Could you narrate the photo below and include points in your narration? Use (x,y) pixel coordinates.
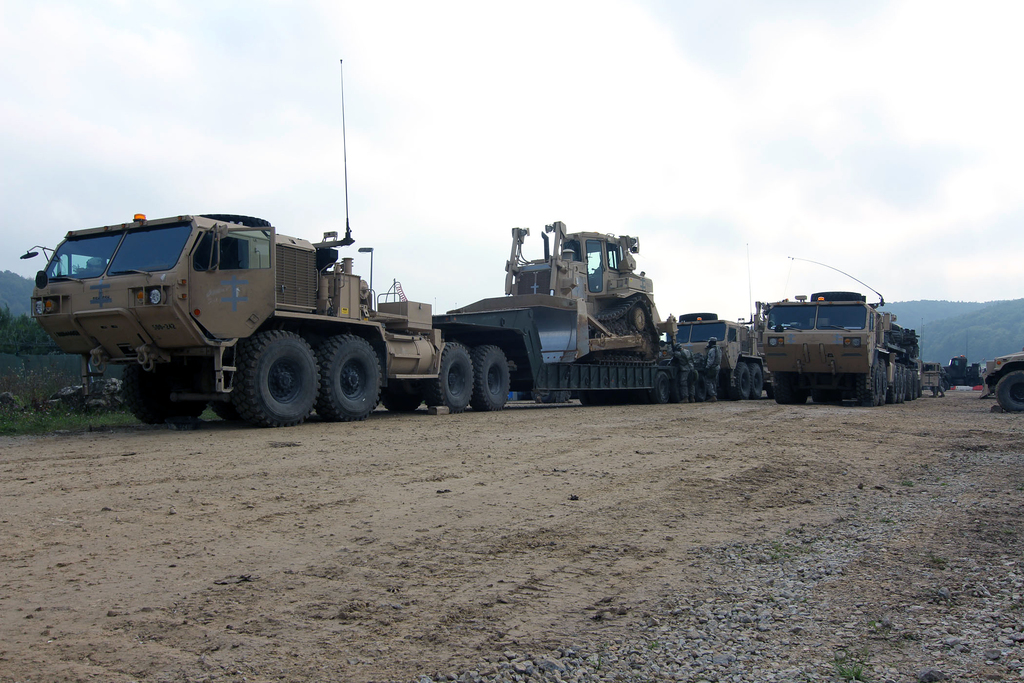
In this image, we can see some trucks (183,331) on the ground (933,400), at the top (638,59) there is a sky (439,83) which is cloudy.
